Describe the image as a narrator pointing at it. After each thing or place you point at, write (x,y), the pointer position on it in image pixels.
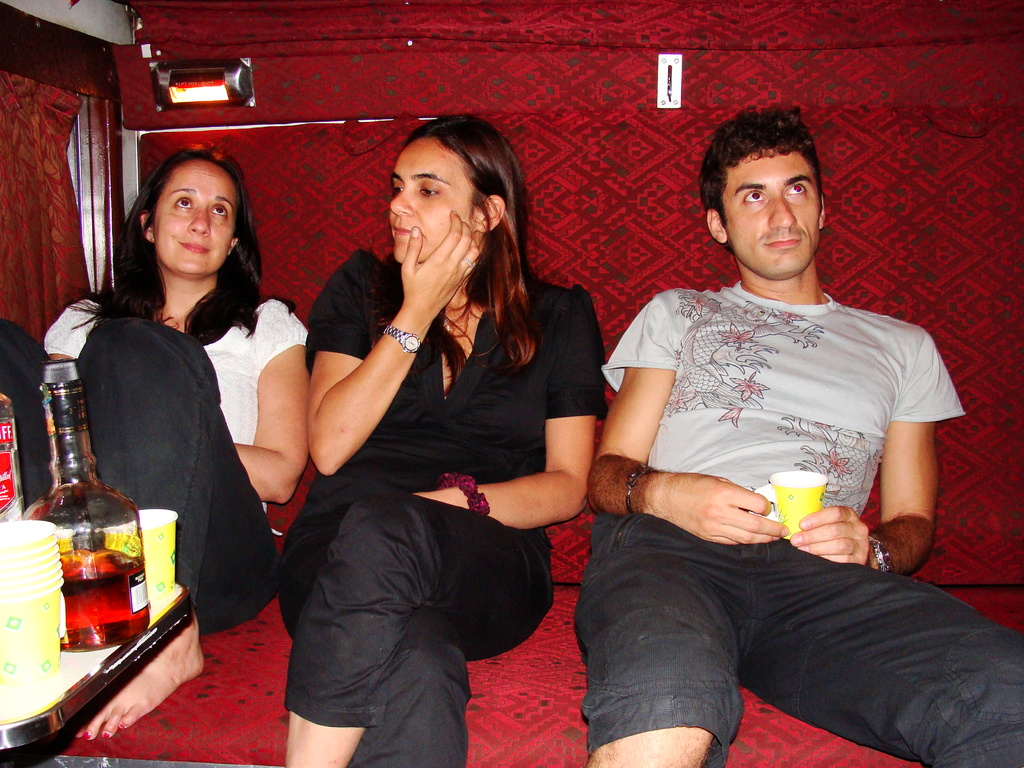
In this image we can see a man (841,573) holding the cup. We can also see two women (237,414) and these three people (500,312) are sitting on the red color sofa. We can also see the light (236,85), a window (79,114) with the curtain (59,189) and also two alcohol bottles (92,477) with glasses (37,534) placed on the counter top (132,640).
